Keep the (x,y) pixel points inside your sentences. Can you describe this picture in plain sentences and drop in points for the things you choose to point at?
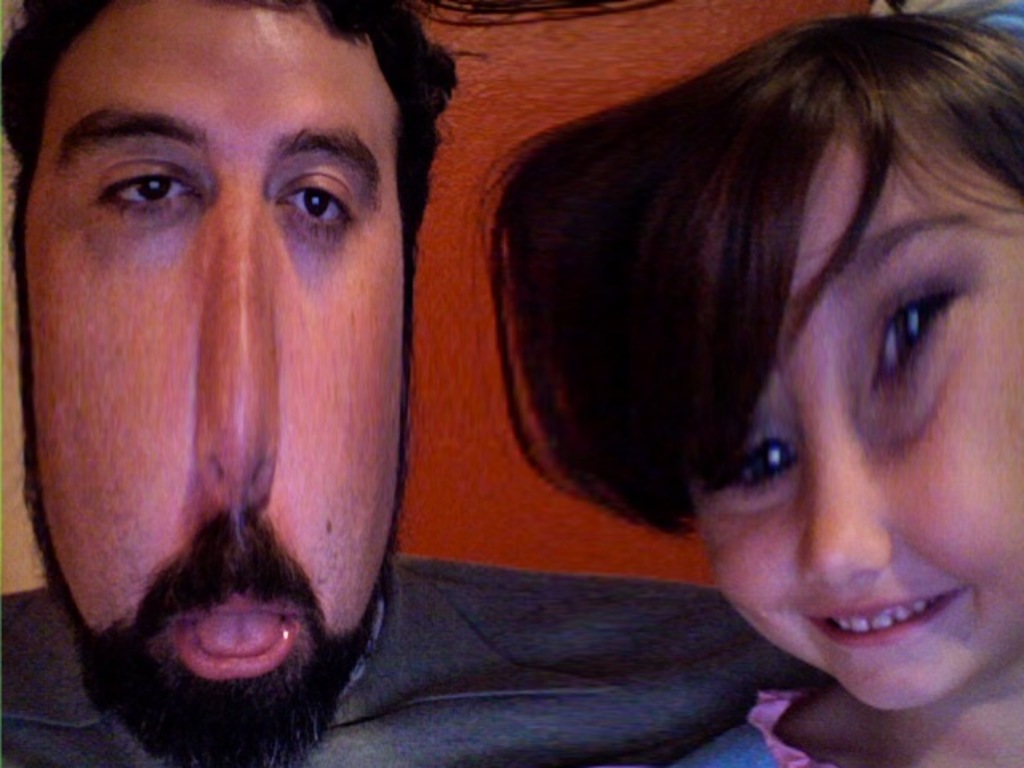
This is an edited image, in which, there is a person (748,682) near a girl (997,293), who is smiling. In the background (465,430), there is an orange color wall (457,317).
